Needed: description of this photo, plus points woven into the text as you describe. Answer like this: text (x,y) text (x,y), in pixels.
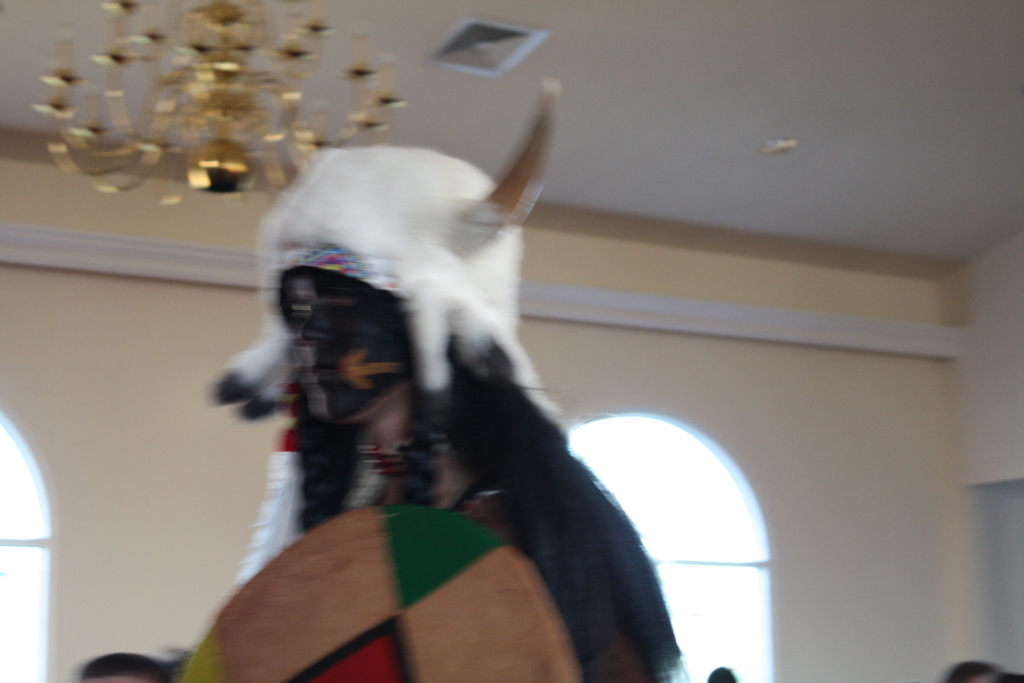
This is a blur image. Here I can see a person (424,444) wearing costume (523,474), cap (364,227) on the head (484,268) and holding an object (437,597). At the bottom (112,666), I can see few people (728,672). In the background (860,480) there is a wall (784,391) along with the windows (669,548). At the top of the image (226,109) there is a chandelier (173,75).
